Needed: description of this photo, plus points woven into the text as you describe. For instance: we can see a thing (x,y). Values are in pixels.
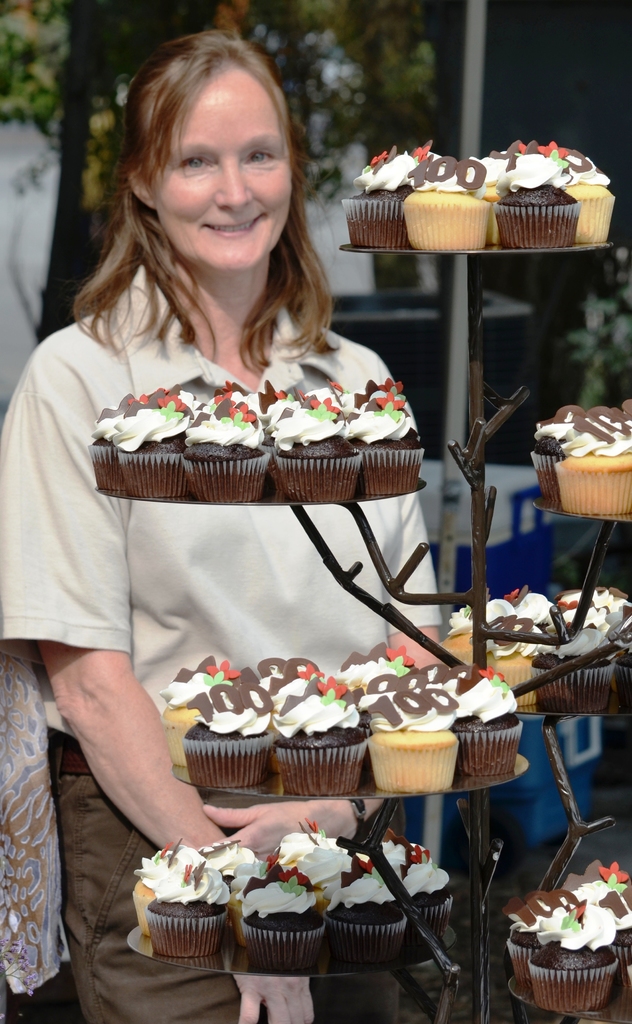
In the middle of the image (316,537) we can see a stand (530,245), on the stand (530,245) we can see some cupcakes (262,407). Behind the stand (556,862) a woman (68,341) is standing and smiling. Behind her we can see some plants (3,94). Background of the image (626,574) is blur.
